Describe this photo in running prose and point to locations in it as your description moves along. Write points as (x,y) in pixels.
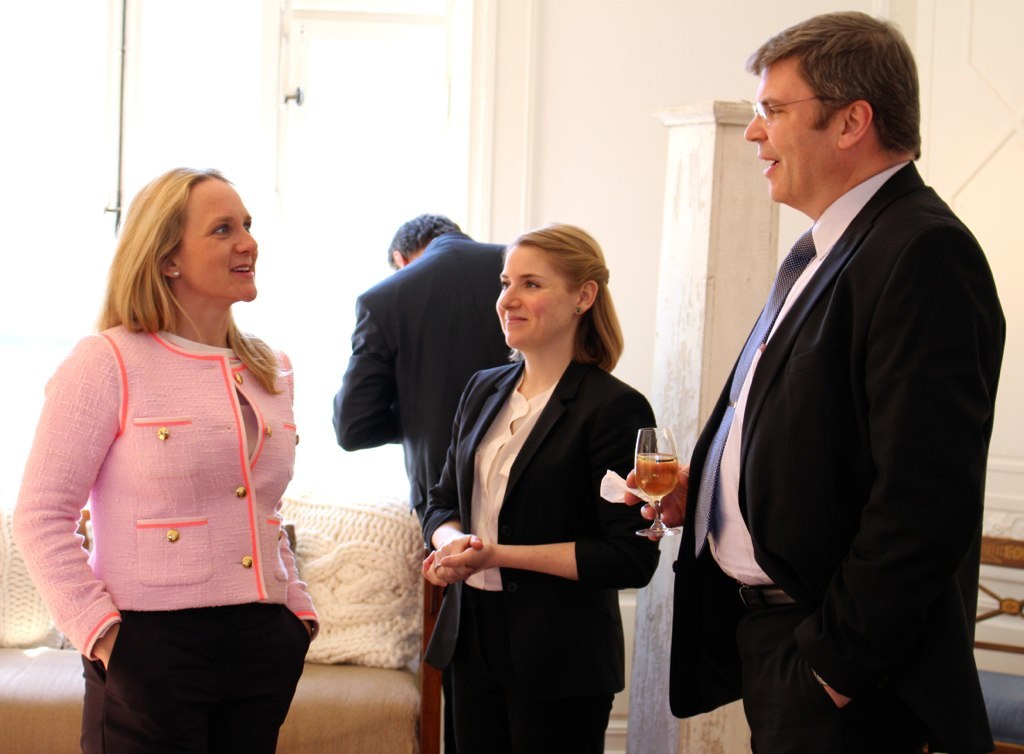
In this picture there are people (738,471), among them there's a man (817,394) standing and holding a glass (658,527) and paper (623,489). We can see sofa (428,597) and cloth (312,527). In the background of the image (600,158) we can see wall (632,84) and pillar (749,209).
